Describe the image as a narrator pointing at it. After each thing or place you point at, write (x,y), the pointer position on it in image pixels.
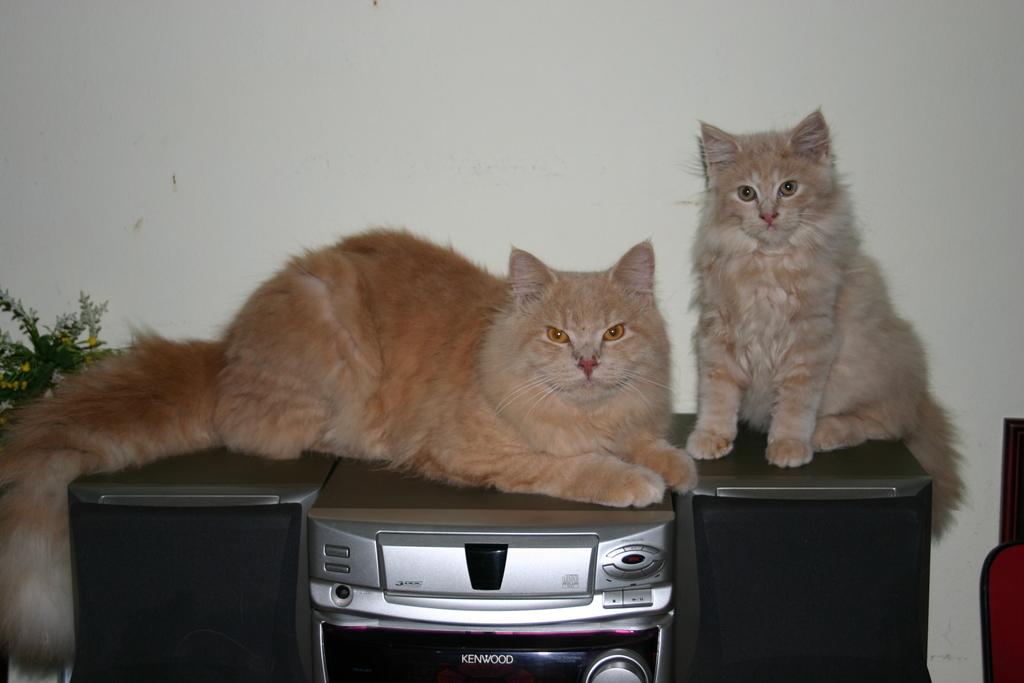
In this picture we can see couple of cats (496,364) on the music system (314,517), beside to the cats (281,448) we can find a plant (74,357), and we can see a wall (355,156).
